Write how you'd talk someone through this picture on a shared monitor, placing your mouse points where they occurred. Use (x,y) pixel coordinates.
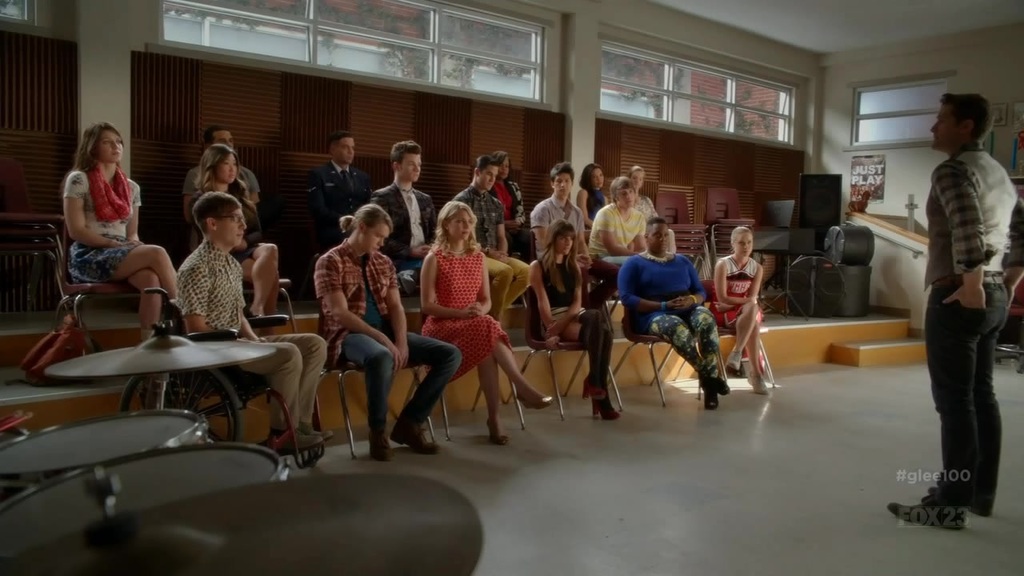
This image is taken inside the hall (804,357) where there is a man (957,405) standing on the floor (936,532). In front of him there are few people (368,220) sitting in the chairs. On the left side (154,391) bottom there are musical instruments (118,488). In the background (735,212) there are chairs (728,206) and speakers (808,217). There is a poster (866,177) stick to the wall (910,161) on the right side (882,168).
